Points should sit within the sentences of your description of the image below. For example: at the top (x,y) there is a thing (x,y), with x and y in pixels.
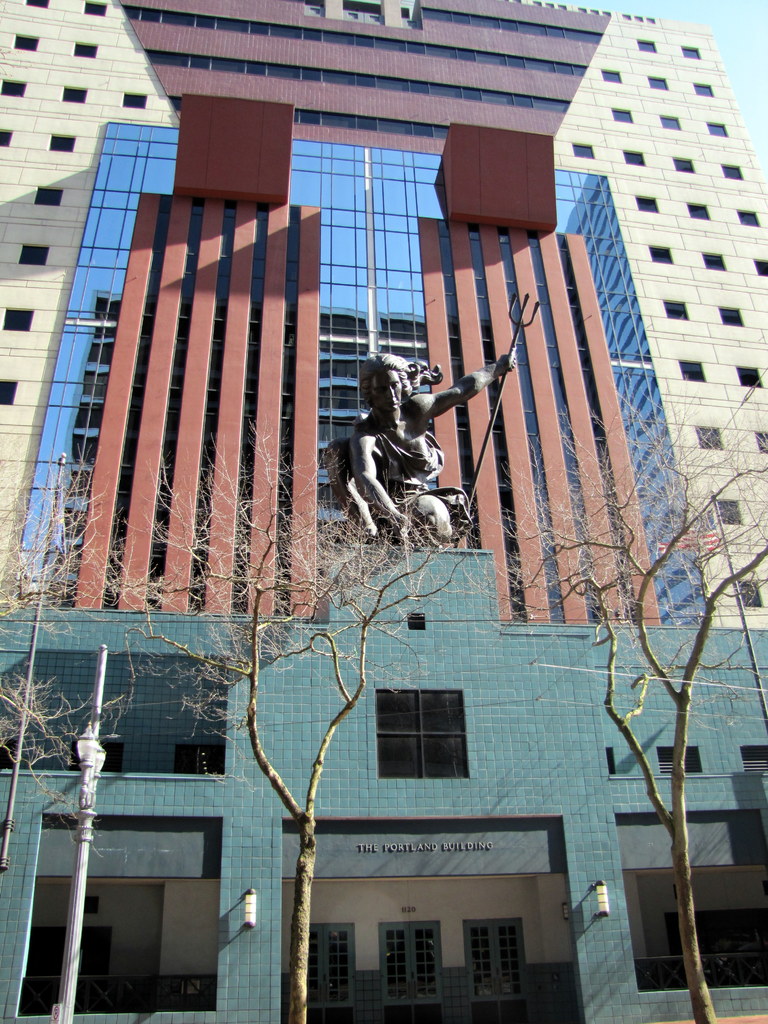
In this image there are trees (128,653), building (505,636), lights (82,752), poles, sculpture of a person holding trishul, sky (762,153).
